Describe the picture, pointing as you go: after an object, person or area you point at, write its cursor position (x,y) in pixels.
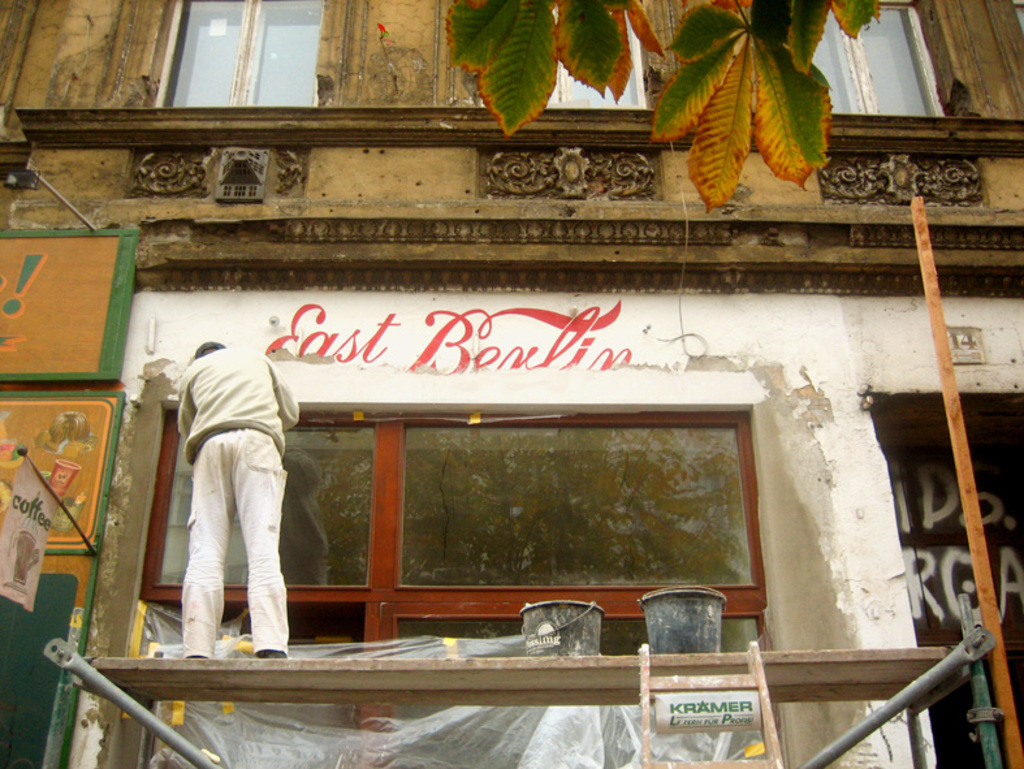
In this image a person (264,462) is standing on a metal object (314,695) having two buckets (680,647). Bottom of the image (742,701) there is a ladder (736,685). Background (315,73) there is a building (378,91) having few windows (871,64). Top of the image (728,21) there are few leaves (720,167). Left side (34,548) there is a banner (24,512) attached to the metal rod (95,552) which is attached to the wall (99,570).
